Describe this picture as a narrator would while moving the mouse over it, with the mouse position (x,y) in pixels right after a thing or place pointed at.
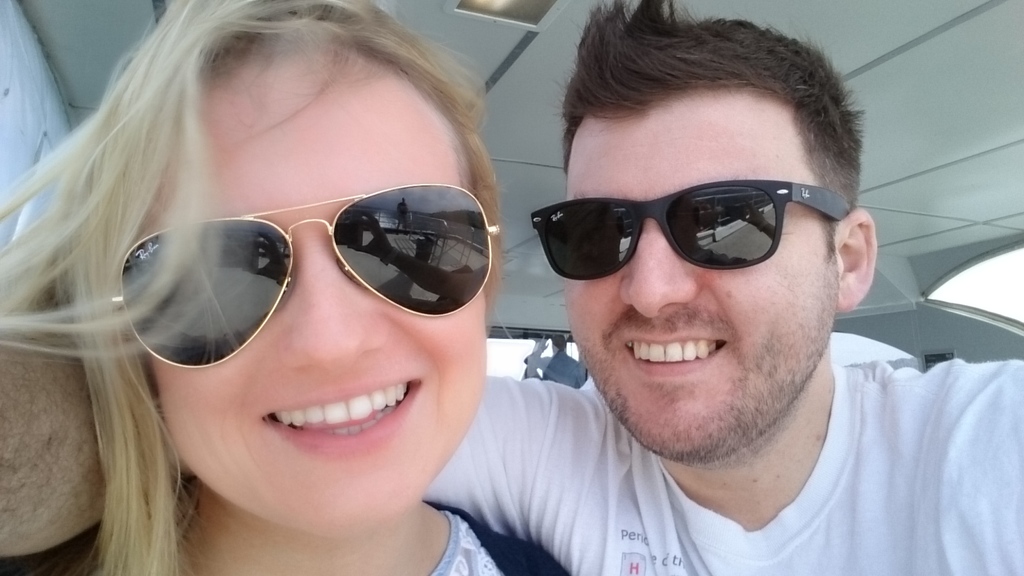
This image is taken indoors. At the top of the image (517,106) there is a roof (534,59) with a light (544,17). In the background (575,361) there is a person (552,369). In the middle of the image (400,373) there is a woman (376,364) and a man (698,248) and they are with smiling faces (335,417).
